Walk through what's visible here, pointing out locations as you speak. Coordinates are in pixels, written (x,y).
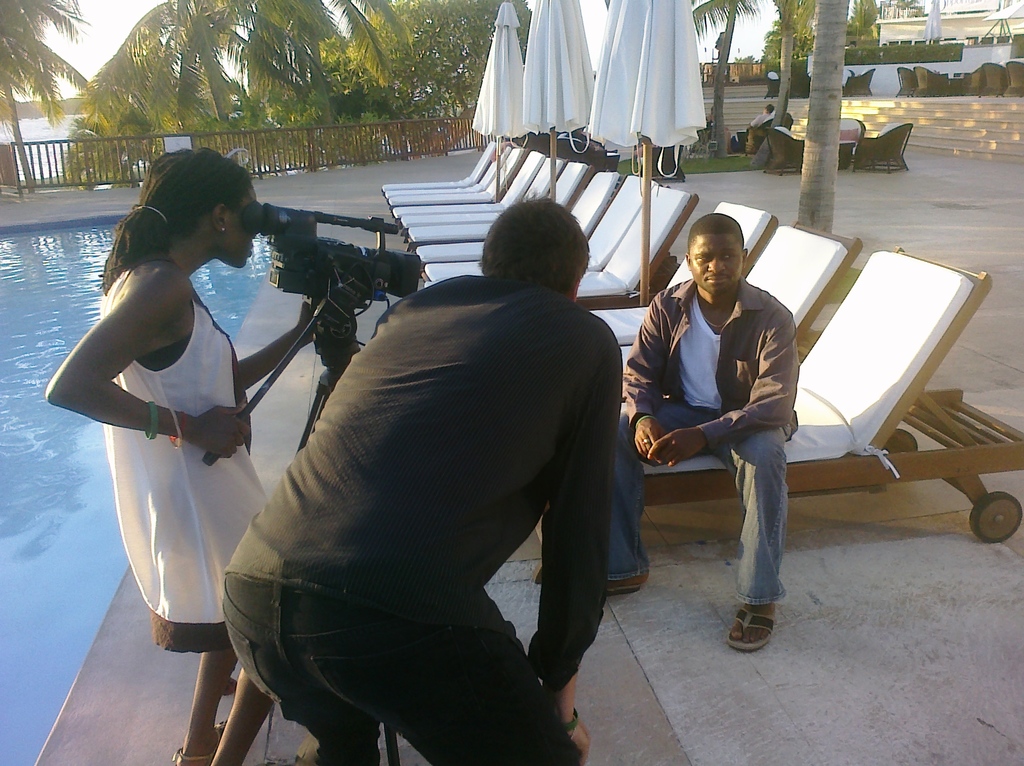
On the left side of the image (70,437) there is a swimming pool (97,471), in front of the pool (28,451) there are recliner chairs (499,215), in the middle of the chairs (805,354) there are umbrellas (536,105) and there is a person (723,347) sitting on the recliner chair (887,422) and looking at the left side of the image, in front of him there are two persons (336,426) standing, one is a girl (203,420) and one is a boy (327,467) and the girl (235,397) is shooting him with the camera (309,278). In the background (388,84) there is a railing (179,146), trees (470,103) and few other chairs (947,90).
